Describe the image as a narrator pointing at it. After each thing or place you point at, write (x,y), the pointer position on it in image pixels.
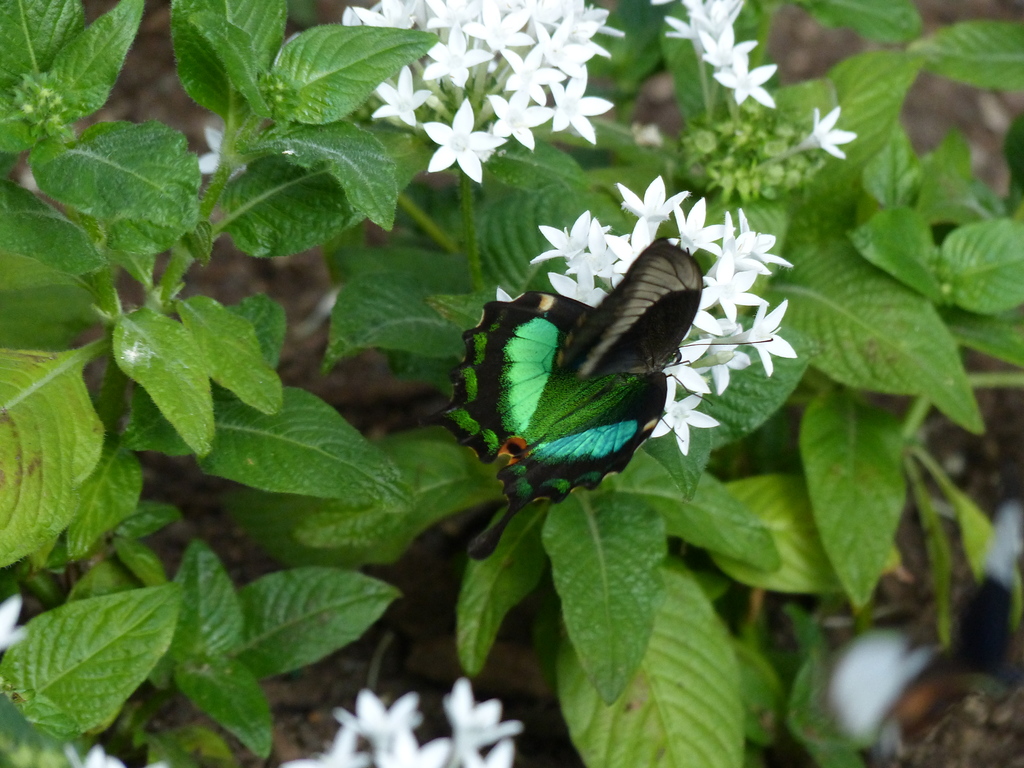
In this image we can see flowers (9,629) on stems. On the flowers (698,388) we can see a butterfly (579,348).
